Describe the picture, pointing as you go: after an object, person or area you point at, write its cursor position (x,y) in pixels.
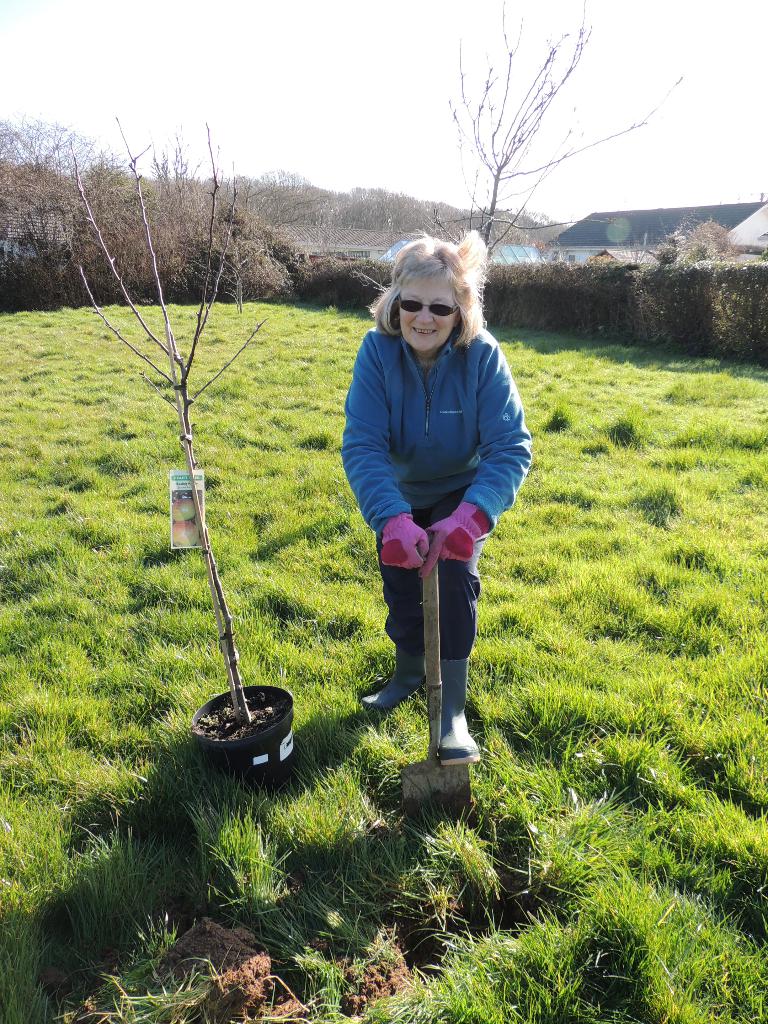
In this image there is the sky (370,98) truncated towards the top of the image (450,95), there are trees (133,246) truncated towards the left of the image (41,195), there is the grass (71,339) truncated, there is a flower pot (278,740) on the grass (278,574), there is a plant (231,612), there is an object (193,507) on the plant (194,494), there are plants (750,308) truncated towards the right of the image (745,317), there is a building (680,216) truncated towards the right of the image (741,233), there is a person (443,508) standing and holding an object (432,655), there is grass (714,561) truncated towards the right of the image (718,595), there is grass (28,996) truncated towards the bottom of the image (356,967).
